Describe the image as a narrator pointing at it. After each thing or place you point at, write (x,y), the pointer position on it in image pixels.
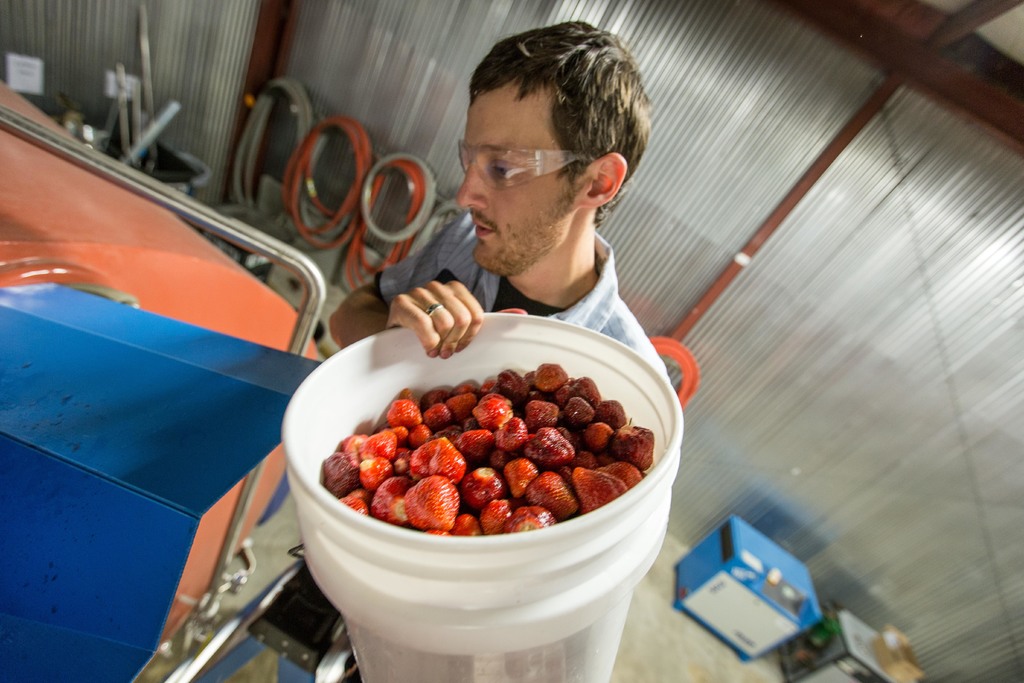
In this image we can see this person (589,208) wearing shirt (425,265) and glasses (510,160) is holding a bucket (522,673) which is filled with strawberries (457,516). Here we can see some equipments (145,567). The background of the image (811,671) is blurred, where we can see some objects (799,666).
